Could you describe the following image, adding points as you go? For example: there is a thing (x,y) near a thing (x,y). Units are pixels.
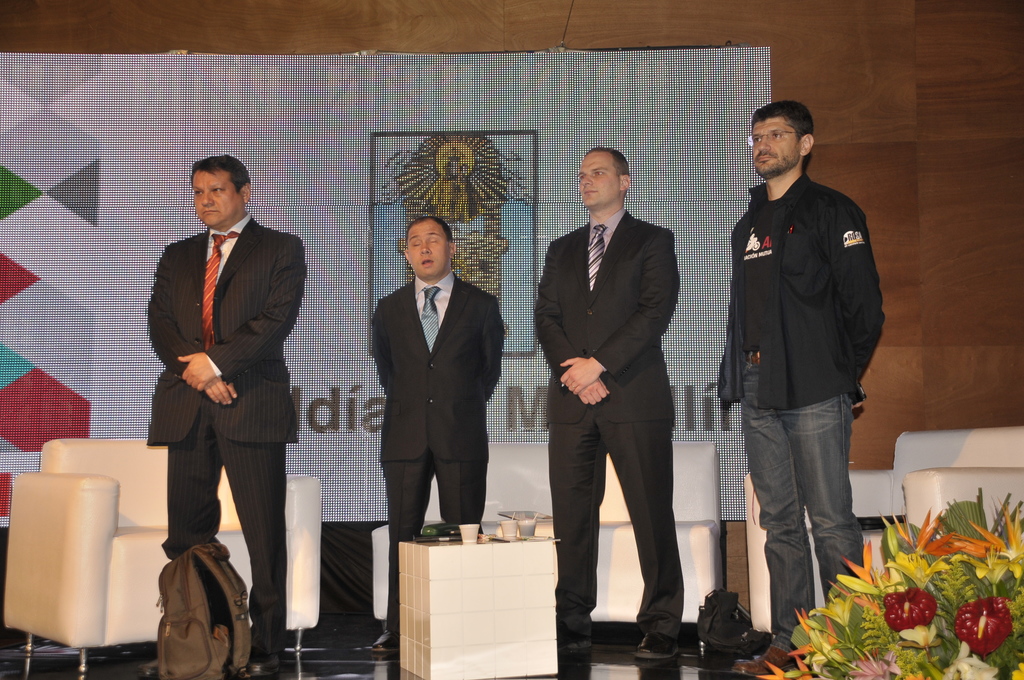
In this picture we can see four persons (589,308) standing on the floor (625,673). This is sofa (145,553). And there is a table (513,571). On the table (530,554) there are some cups (515,528). Here we can see a bag (207,585). On the background (317,125) there is a hoarding (648,143). And this is the wall (900,176). Here we can see a flower vase (940,581).
